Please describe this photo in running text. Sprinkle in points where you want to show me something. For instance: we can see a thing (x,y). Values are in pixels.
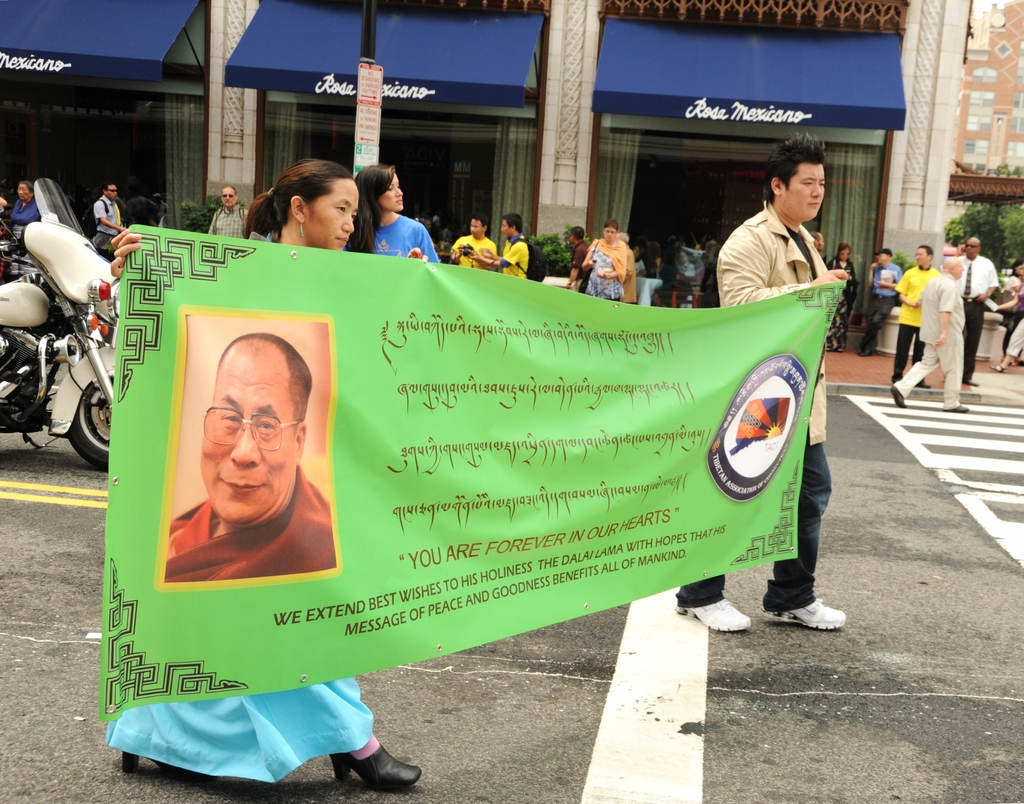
In this image I can see the motorbike (66,349) and few people (322,244) are on the road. I can see two people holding the banner (499,404). In the background (534,255) I can see few more people (466,264), plant (566,249) and buildings (792,105). To the right (1001,220) I can see the trees (966,219).
